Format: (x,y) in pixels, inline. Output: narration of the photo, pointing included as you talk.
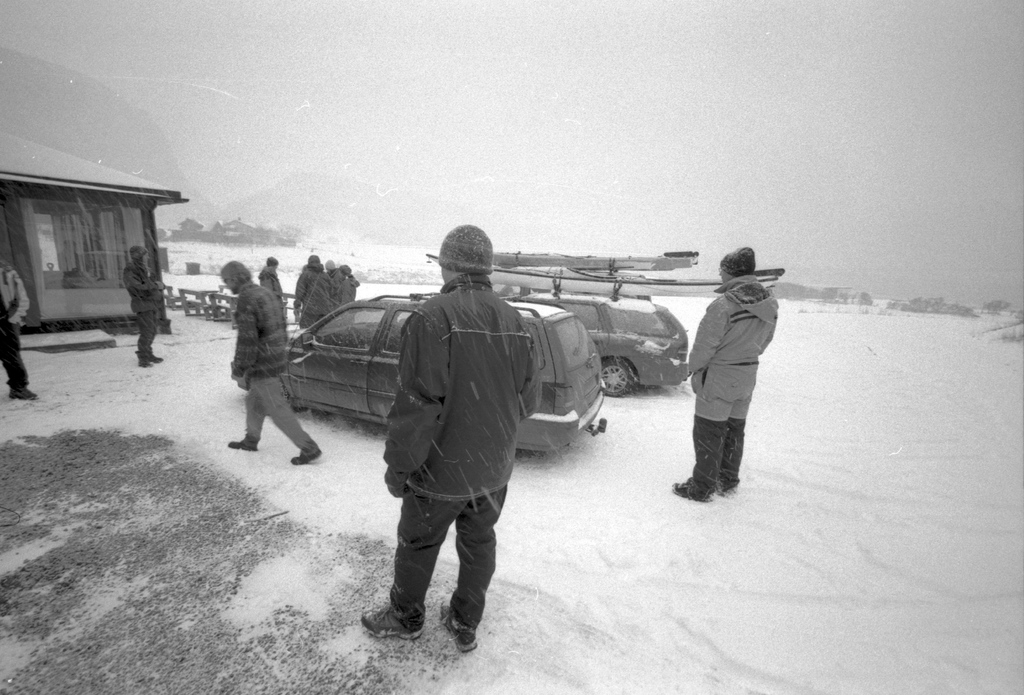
In the picture we can see a snow surface (897,611) on it, we can see some people (248,326) are standing wearing jackets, caps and gloves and near to them, we can see two cars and a small house (164,191) and in the background (227,218) we can see some hills (378,216) and fog (217,204) on it.
